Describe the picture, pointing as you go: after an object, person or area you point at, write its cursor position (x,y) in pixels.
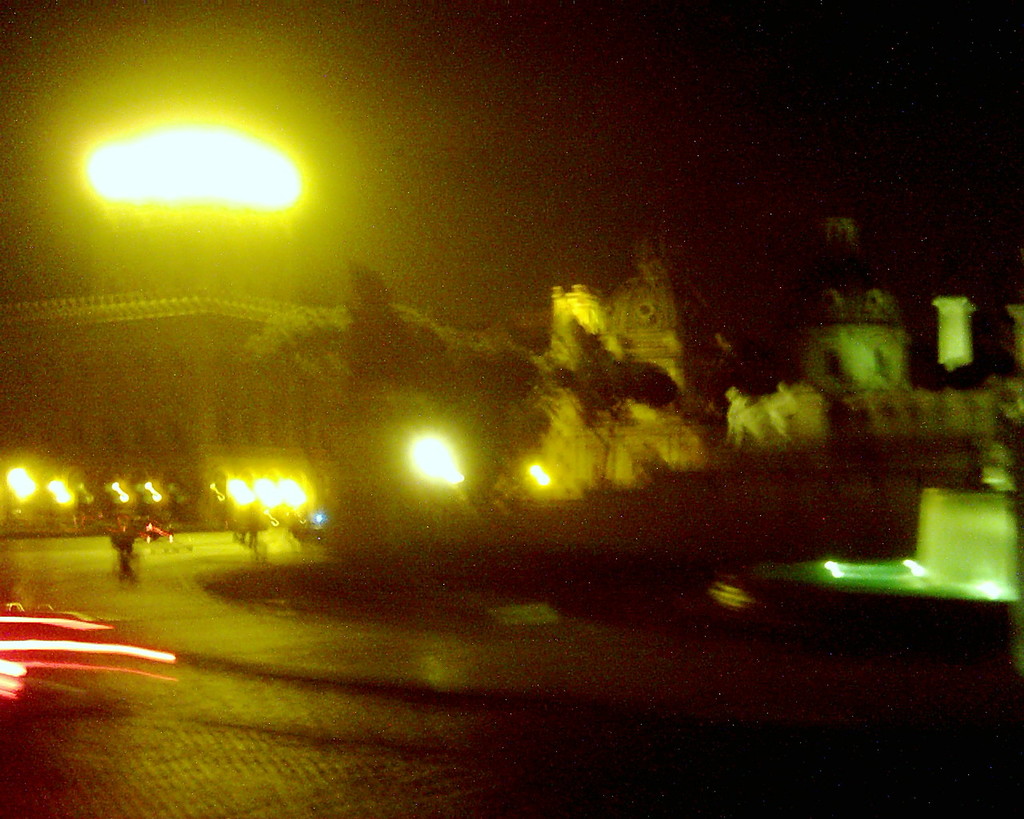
This is a night view of an image. In this image there are buildings (163,424), trees (325,416), street lights (448,474), fountain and few vehicles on the road (413,779).
